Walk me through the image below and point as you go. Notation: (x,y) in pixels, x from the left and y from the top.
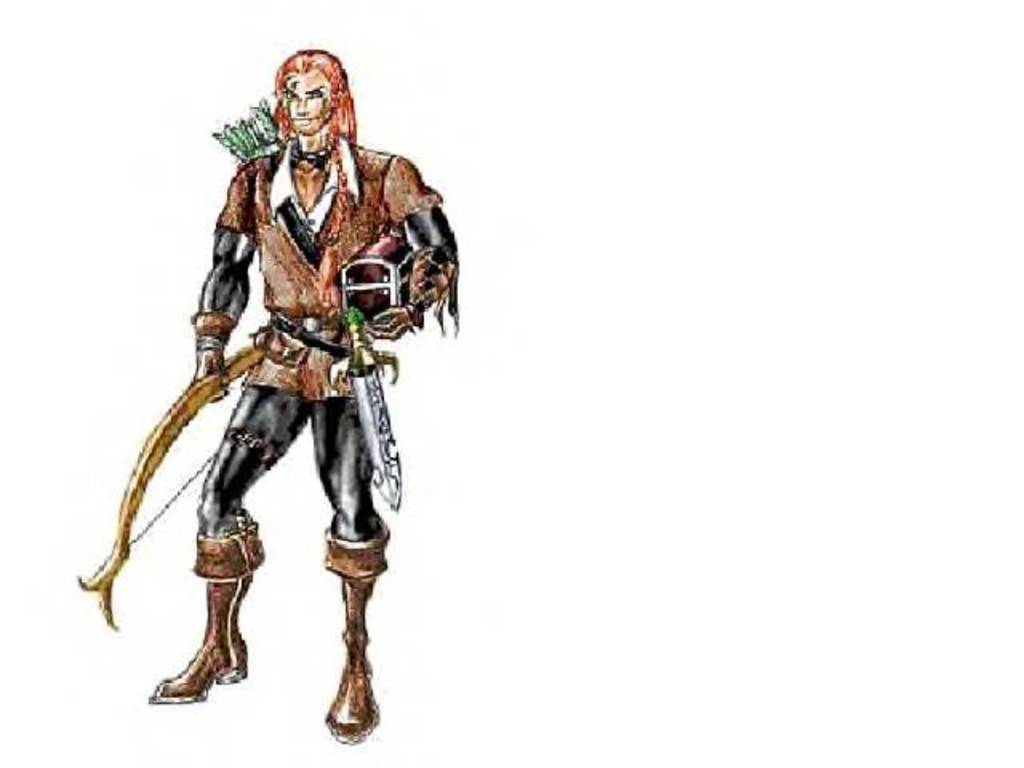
In this image we can see a drawing (291,374), there a person (312,313) is standing, and holding a box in the hand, at the back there are arrows (266,106), the background (123,258) is white.
